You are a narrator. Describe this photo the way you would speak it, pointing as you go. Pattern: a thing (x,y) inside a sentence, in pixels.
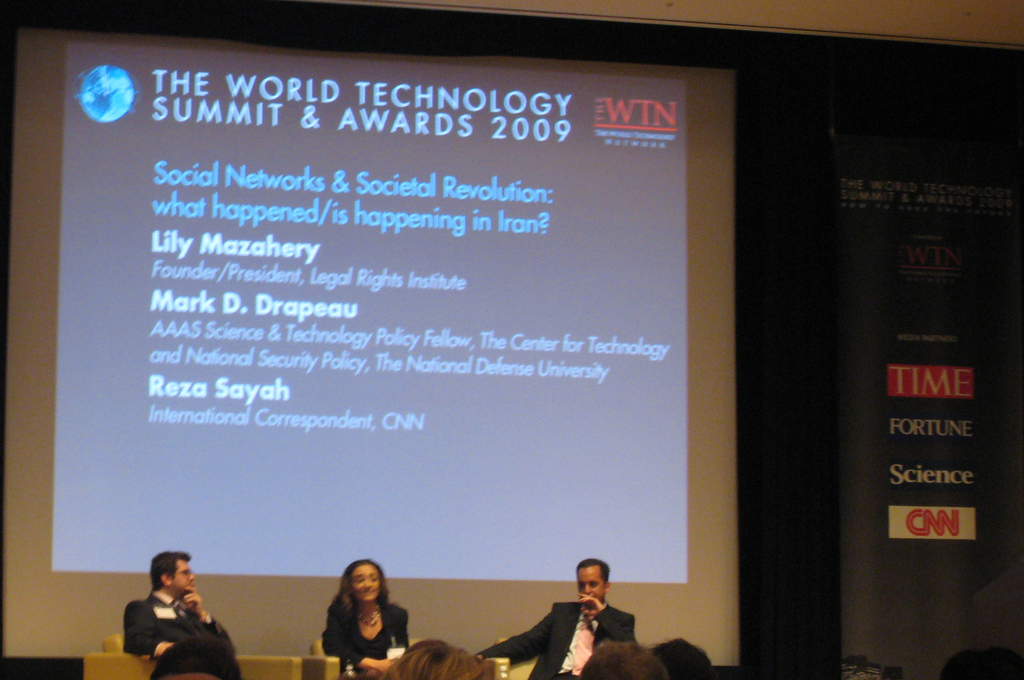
In this image I can see three persons (544,653) sitting. In front (382,619) the person (371,625) is wearing black color dress (348,656). Background (316,88) I can see the projection screen (340,382) and I can also see the cloth (881,296) in black color and I can also see something written on the cloth (910,518).
